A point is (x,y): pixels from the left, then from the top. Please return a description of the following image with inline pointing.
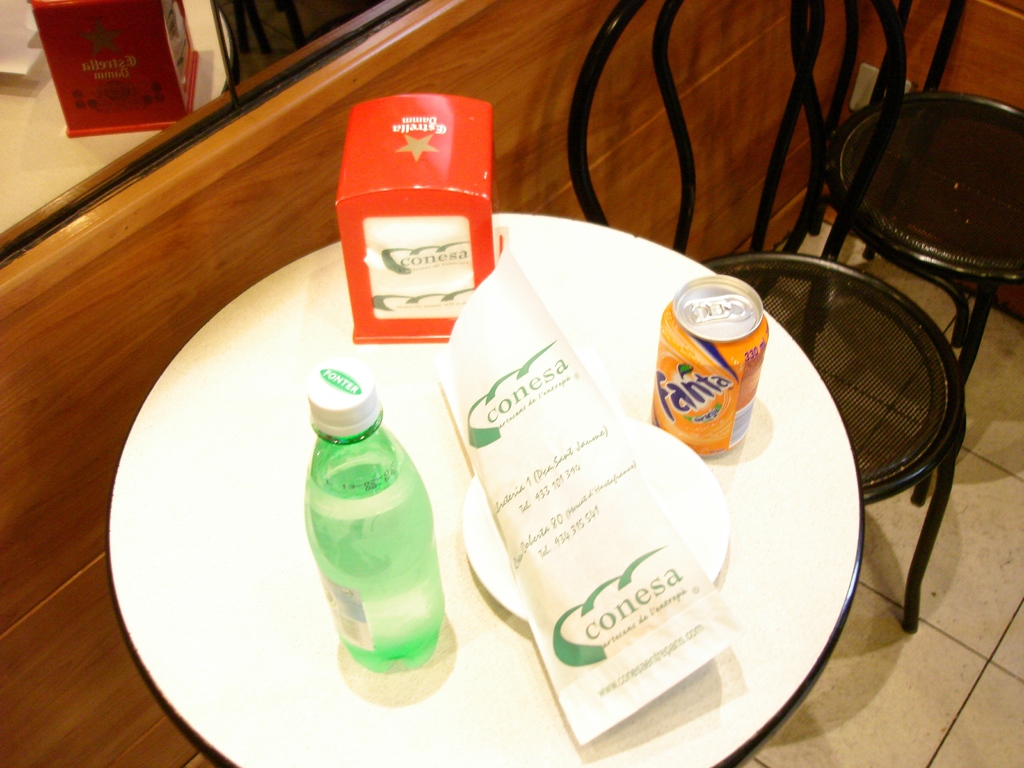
In this image In the middle (660,270) there is a table (242,575) on that there is a plate (486,568), tin (676,337), box (405,190) and bottle (390,511). On the right (801,283) there are two chairs (883,293). In the background (20,58) there is a mirror (206,105).
